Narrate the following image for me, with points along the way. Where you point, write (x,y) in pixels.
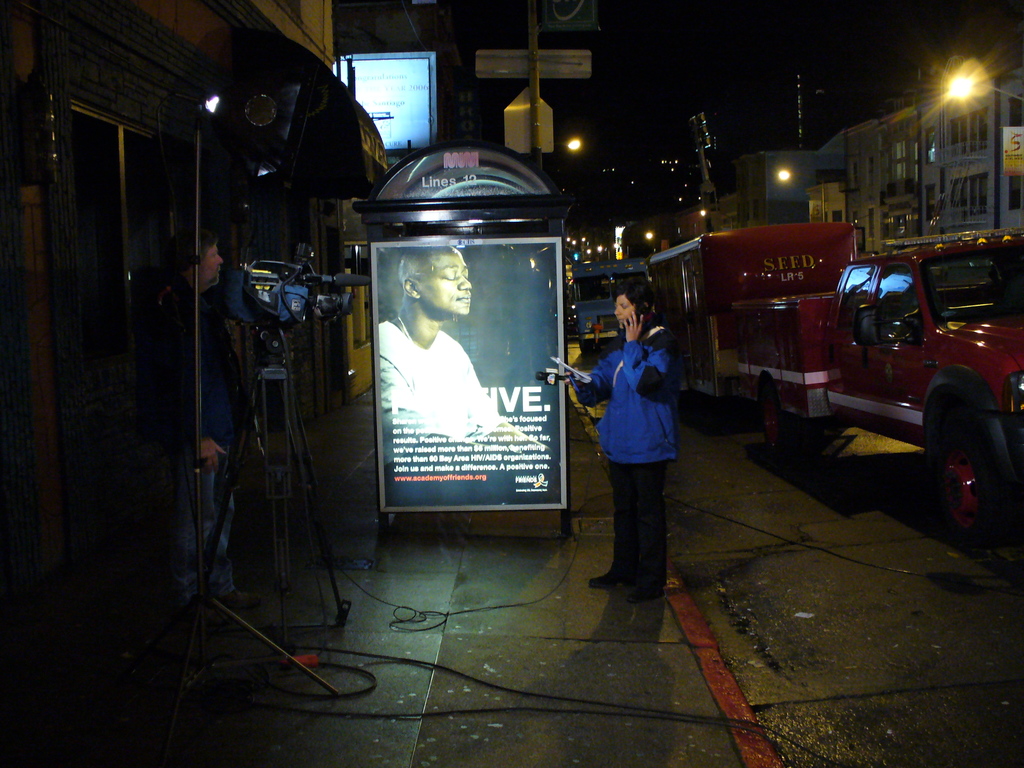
In this image I can see two persons (649,402) are standing on the ground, a camera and a huge board (427,363). I can see few vehicles (834,352) on the road (852,519), few buildings (809,210) on both sides of the road (915,602), few lights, few boards (429,66) and in the background (629,91) I can see the sky (716,64).
